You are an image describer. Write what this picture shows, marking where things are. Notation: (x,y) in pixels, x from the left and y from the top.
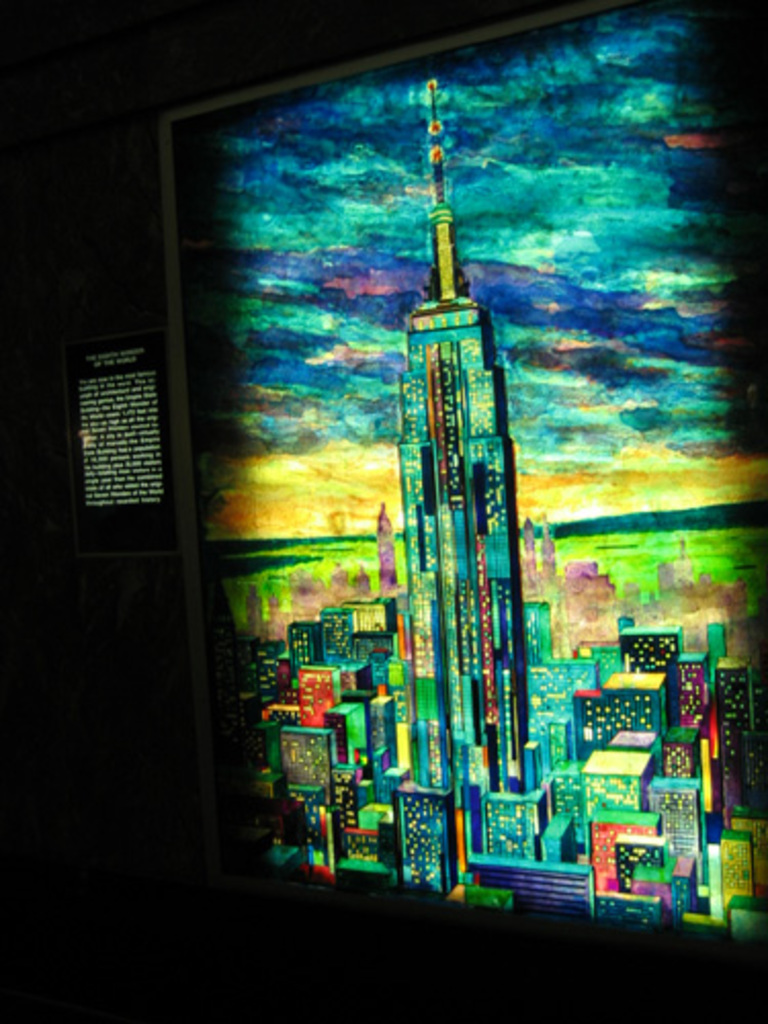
In this picture we can see painting (347,475) of few buildings (416,671) and we can see dark background (68,253).
